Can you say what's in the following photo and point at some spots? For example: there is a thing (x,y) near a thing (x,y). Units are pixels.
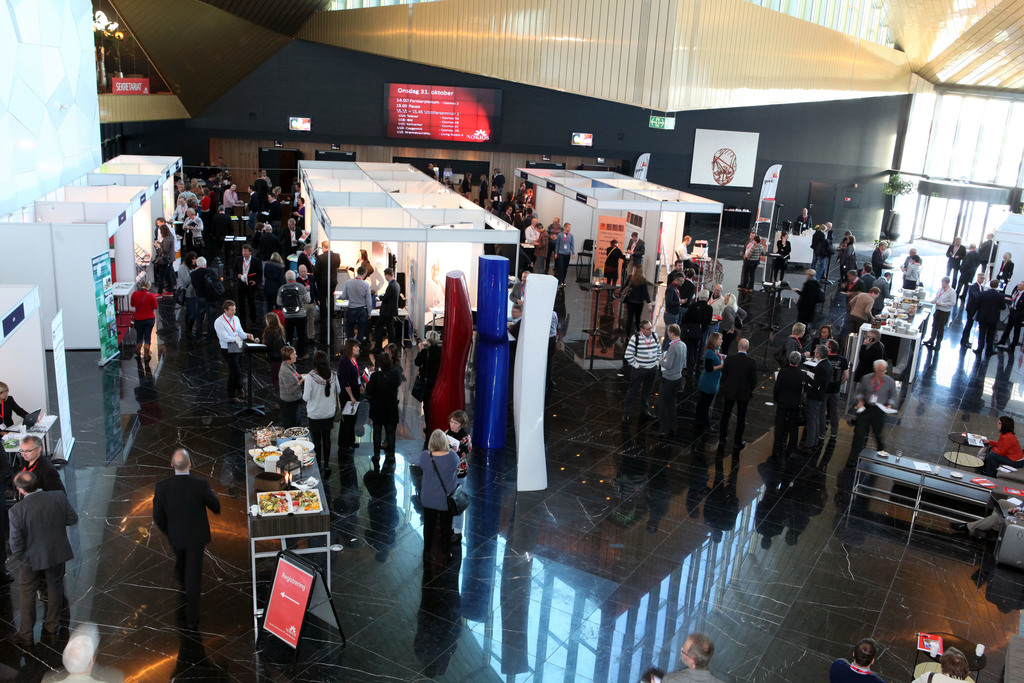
In this image we can see people (436,341), hoardings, boards (293,128), stalls (656,227), tables (305,527), plates (277,513), bowls (307,457), trees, food items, and few objects (454,394). In the background (245,138) we can see wall (424,77) and lights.
